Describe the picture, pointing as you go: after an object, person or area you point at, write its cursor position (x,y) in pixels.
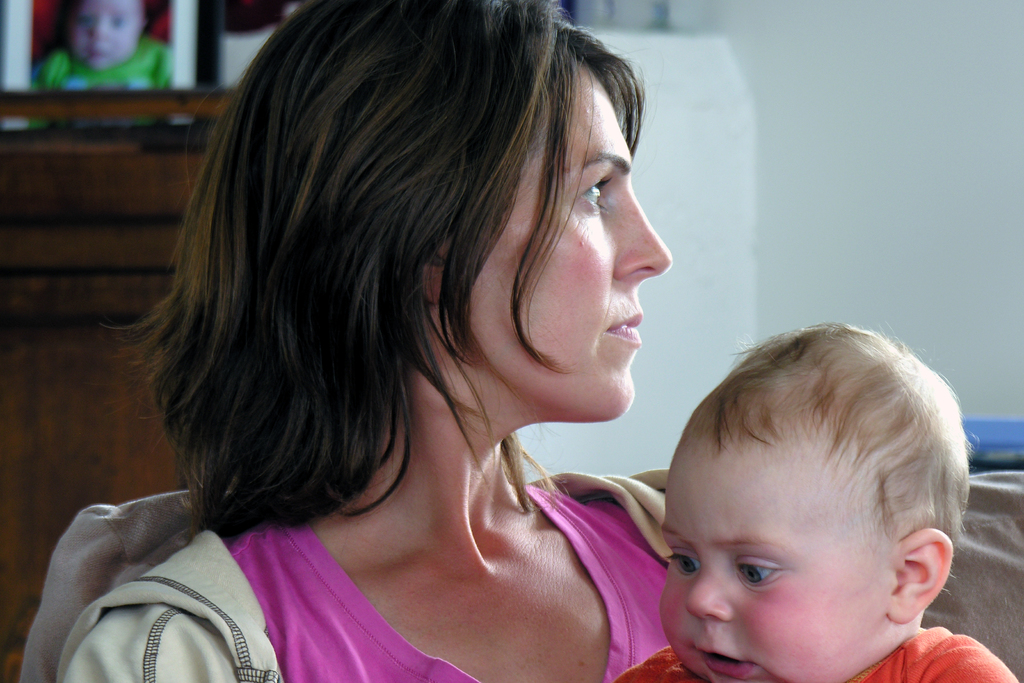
In this image I can see a woman (507,449) wearing pink and ash color dress (244,618) is sitting on a couch (134,520) and holding a baby (878,560) wearing orange colored dress (906,651). In the background (881,207) I can see the white colored wall (865,119) and a photo frame (133,60).
